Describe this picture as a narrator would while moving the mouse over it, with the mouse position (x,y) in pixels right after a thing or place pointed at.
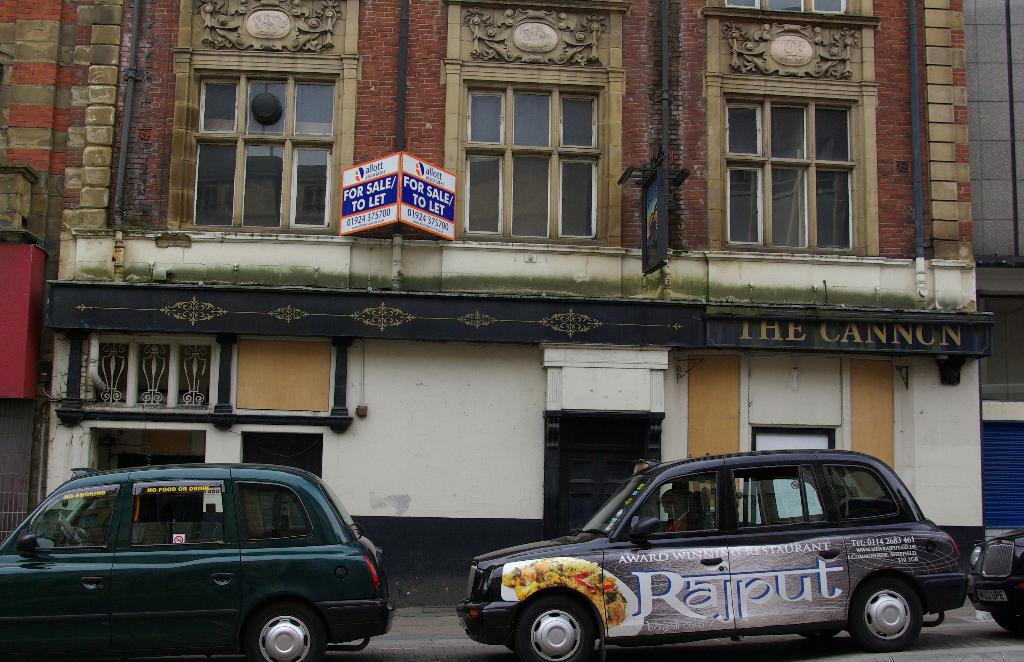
In the picture we can see a building (300,441) with some windows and glasses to it and near to it, we can see some cars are parked and the name of the building (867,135) is the cannon.
